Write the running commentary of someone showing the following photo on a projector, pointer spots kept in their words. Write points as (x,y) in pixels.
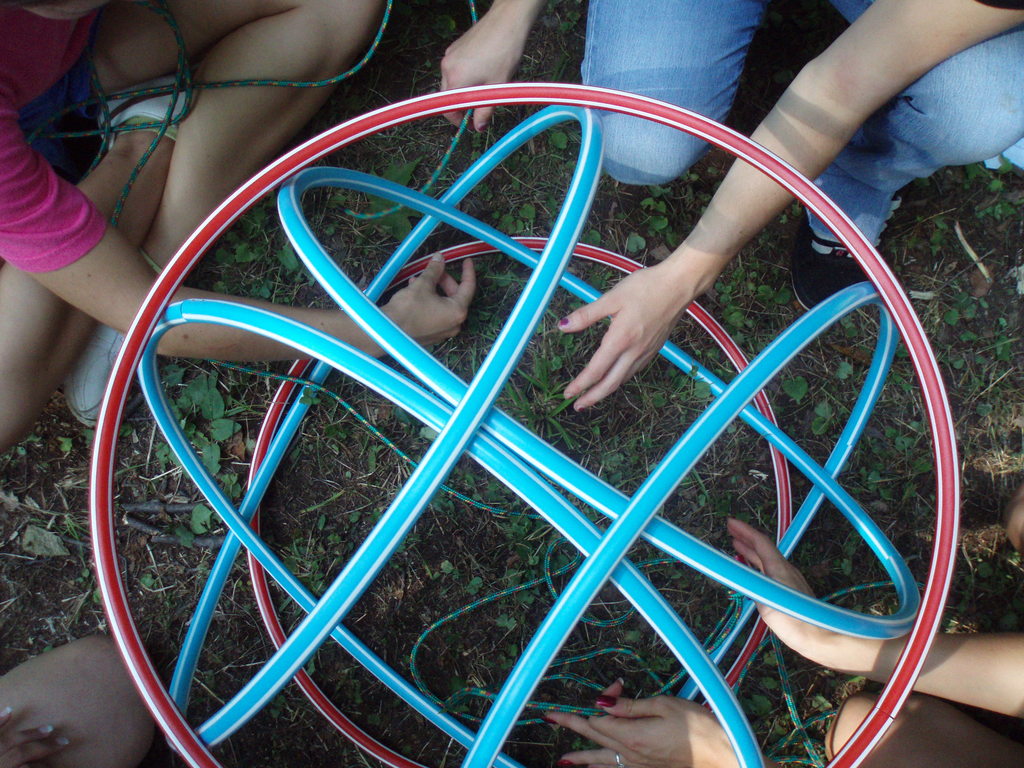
In this image there are some objects (140,670) circle in shape at middle of this image (566,469). There are four persons (701,748) in this image. One person (620,282) is at top right corner of this image (708,23) is wearing blue color jeans (661,89) and there is one other person (347,43) at top left corner of this image (57,217) is sitting and wearing a white color shoes (110,357), and there is one other person (25,691) at bottom left corner of this image (61,702) and one more person (591,719) at bottom right corner of this image (792,623).
